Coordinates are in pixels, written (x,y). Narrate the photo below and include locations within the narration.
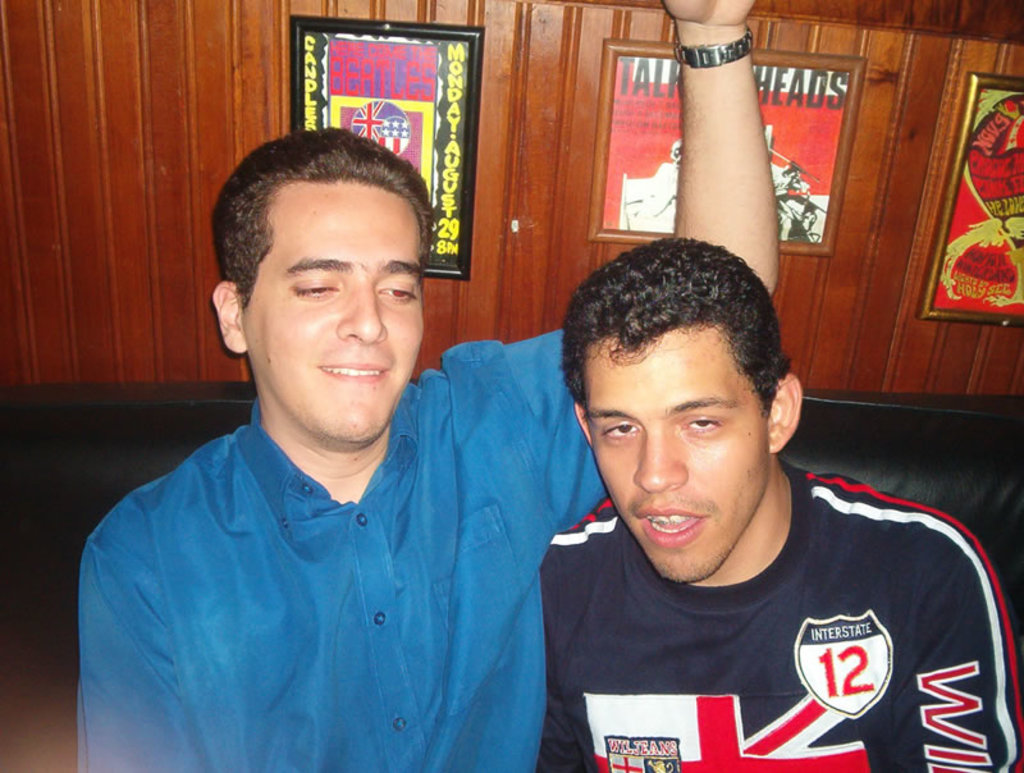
In this picture I can observe two men (434,408). One of them is wearing blue color shirt (313,521) and smiling. They are sitting on the sofa (62,547). Behind them I can observe photo frames (452,158) on the wall (550,127).
